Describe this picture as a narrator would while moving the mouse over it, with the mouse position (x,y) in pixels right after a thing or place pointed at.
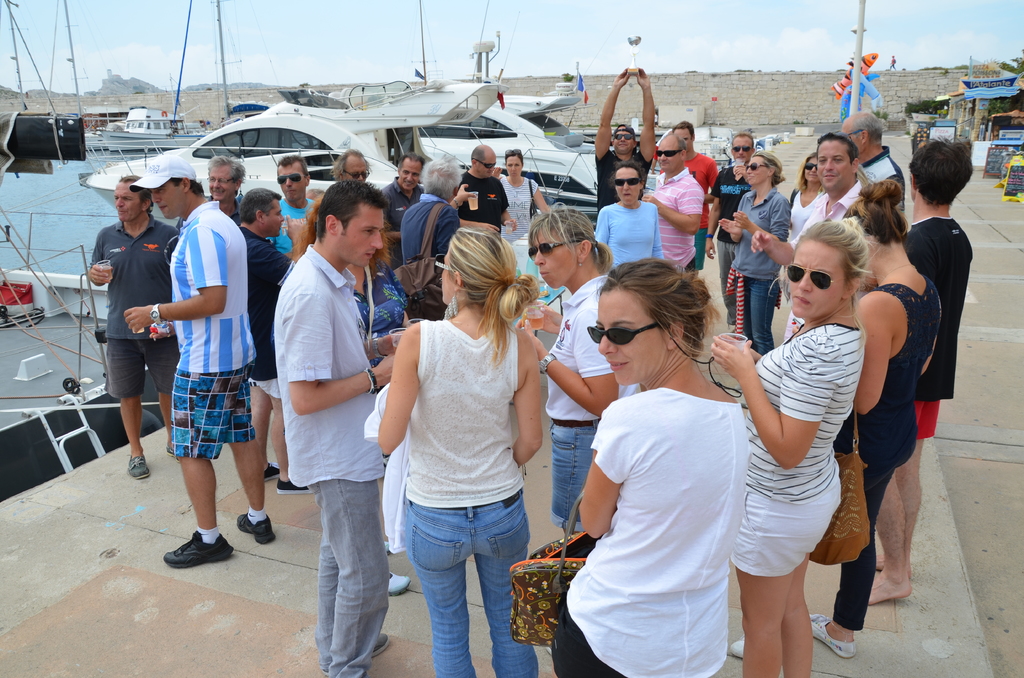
In this image, we can see a group of people (561,353) standing on a path (1000,377). Few people (872,497) holding some objects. In the background (15,409), we can see water (81,206), boats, poles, banner (990,86), boards (975,84), wall (952,86), hills (117,91) and the sky (729,13).
